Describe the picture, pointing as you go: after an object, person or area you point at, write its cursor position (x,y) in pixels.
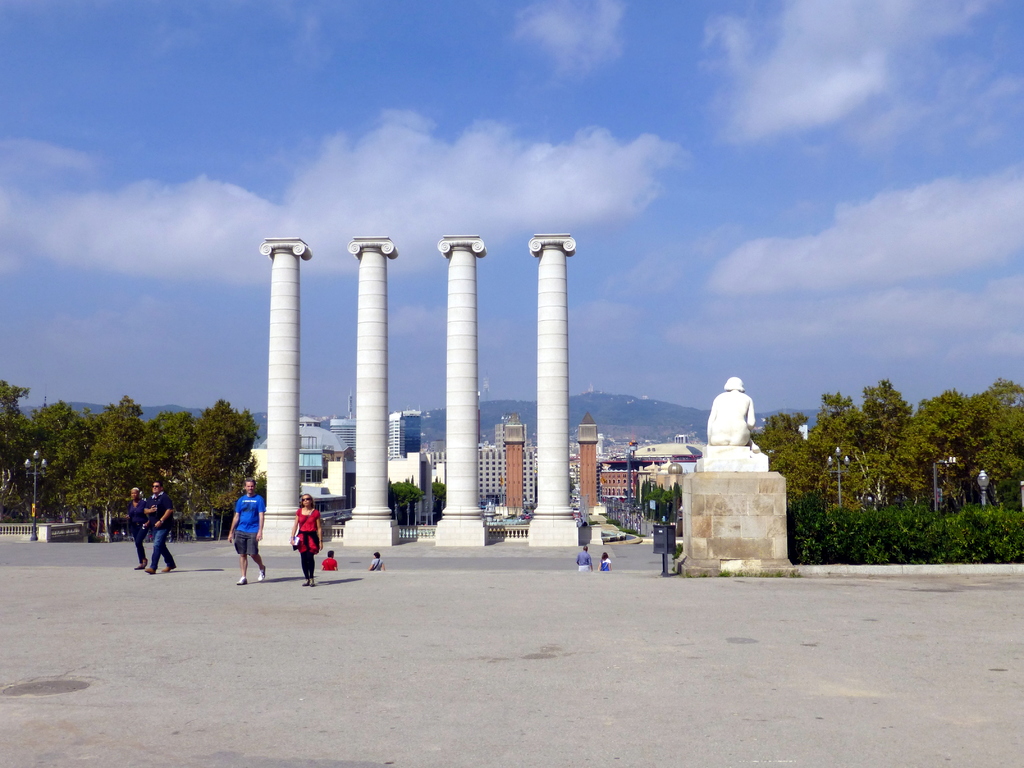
In this image there are four pillars (567,383) in the middle (548,406). At the top (351,55) there is the sky (363,55). On the right side (747,433) there is a statue (721,425) on the wall (688,515). Beside the statue (718,403) there are trees (899,427). On the left side (140,449) there are trees (95,450). There are few people (230,541) walking on the floor (199,645).
